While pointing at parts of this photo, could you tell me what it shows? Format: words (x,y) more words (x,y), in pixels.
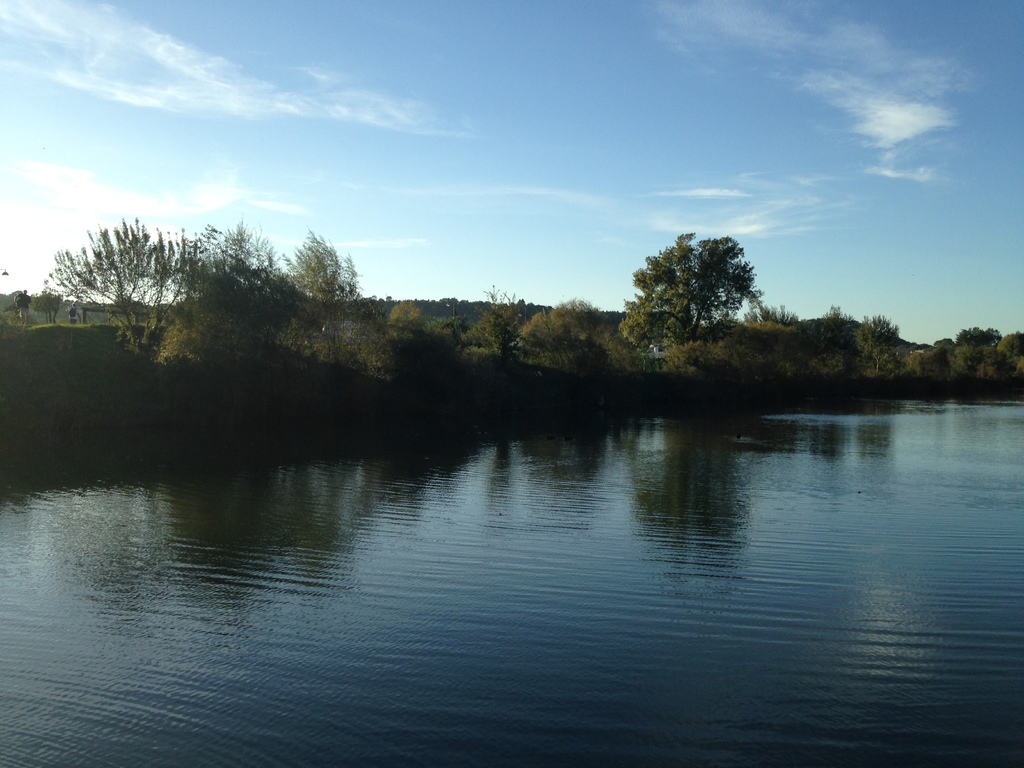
In this image there is a river (538,487), trees (422,381) and there are two people (24,309) standing. In the background (507,175) there is the sky (603,181).
